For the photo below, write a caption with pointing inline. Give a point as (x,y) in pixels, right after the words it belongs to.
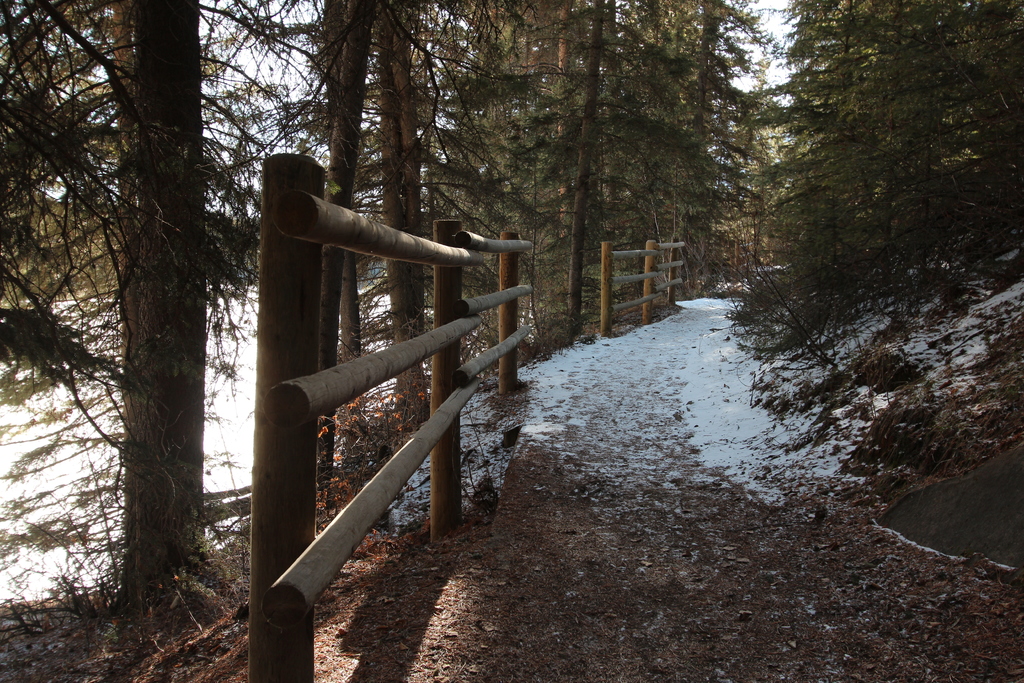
In this picture we can see some wooden fencing (640,253) on the path (572,524). We can see a few trees (519,118) on the right (829,127) and left side of the image (205,215). There is the sky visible in the background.
